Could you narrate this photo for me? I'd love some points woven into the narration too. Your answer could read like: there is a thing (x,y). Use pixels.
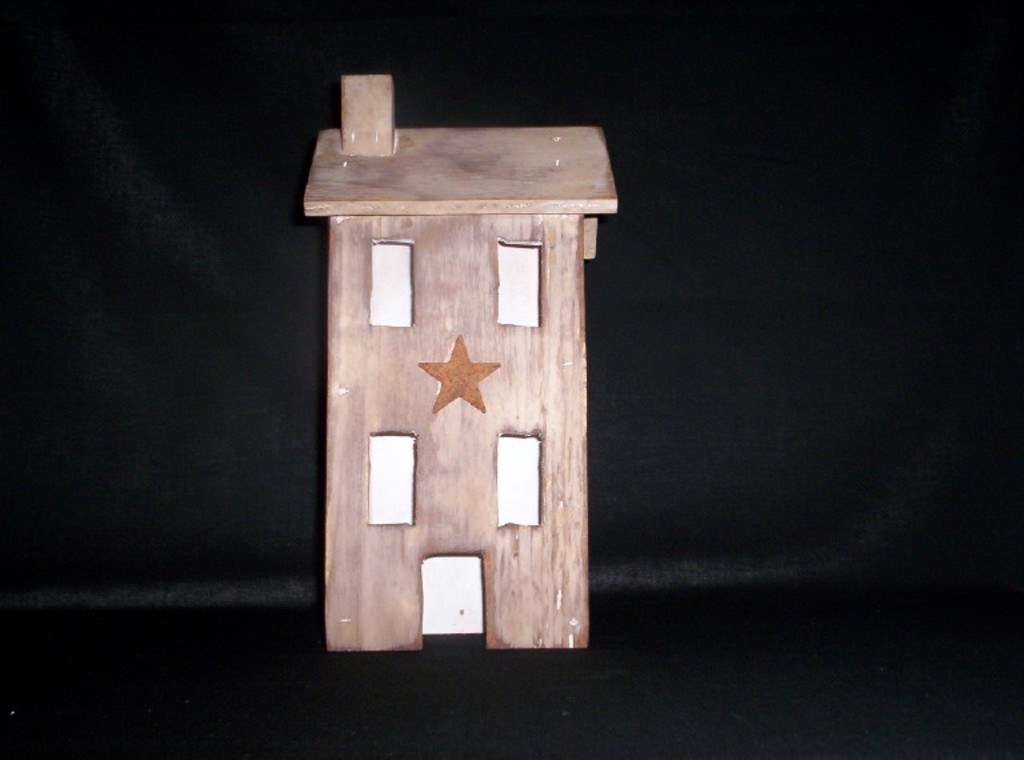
In this image we can see a toy house (476,434) with some windows (503,441) and a star (464,371) on it which is placed on the surface (347,676).
